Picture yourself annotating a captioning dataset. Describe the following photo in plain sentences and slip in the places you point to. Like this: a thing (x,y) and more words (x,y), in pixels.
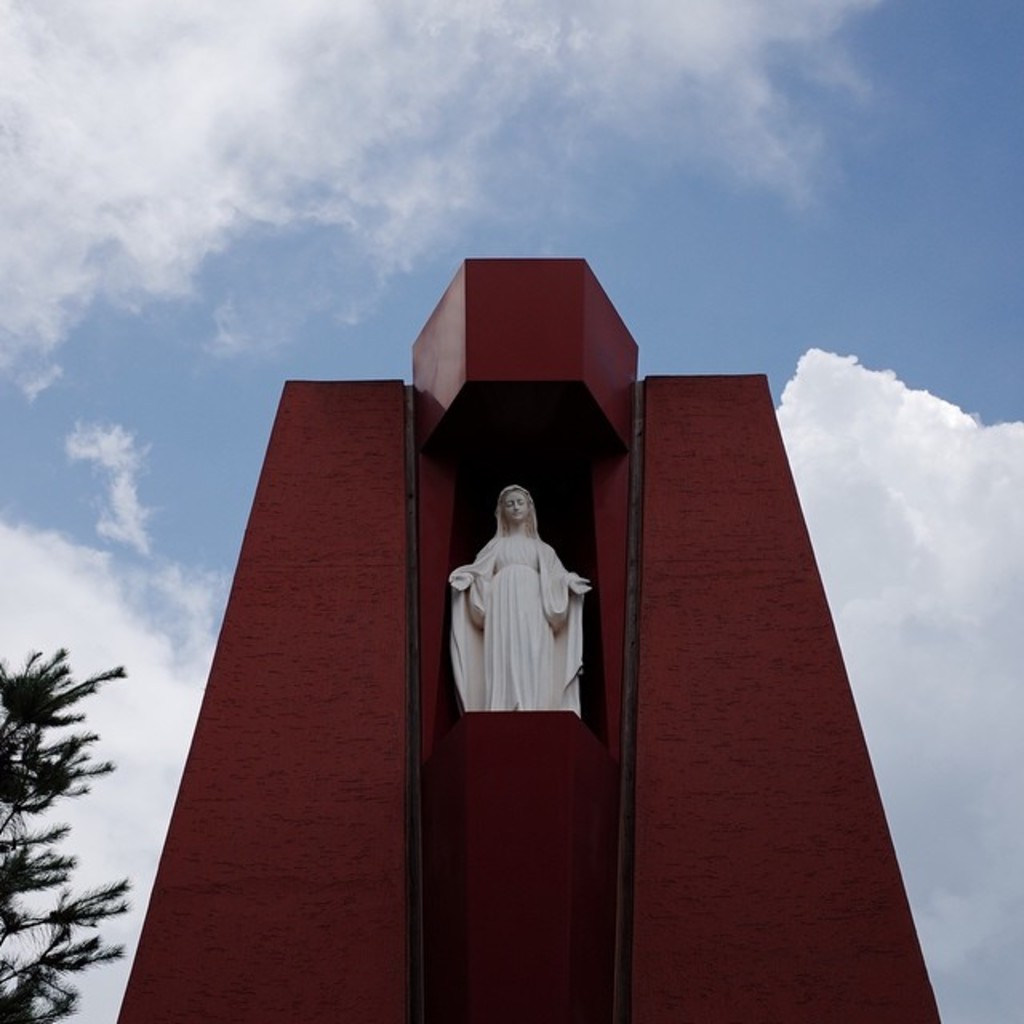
In this picture I can see a statue (551,639) which is white in color. This statue (520,575) is on a red color object (556,737). Here I can see a tree (33,883). In the background (217,265) I can see the sky (207,260).
